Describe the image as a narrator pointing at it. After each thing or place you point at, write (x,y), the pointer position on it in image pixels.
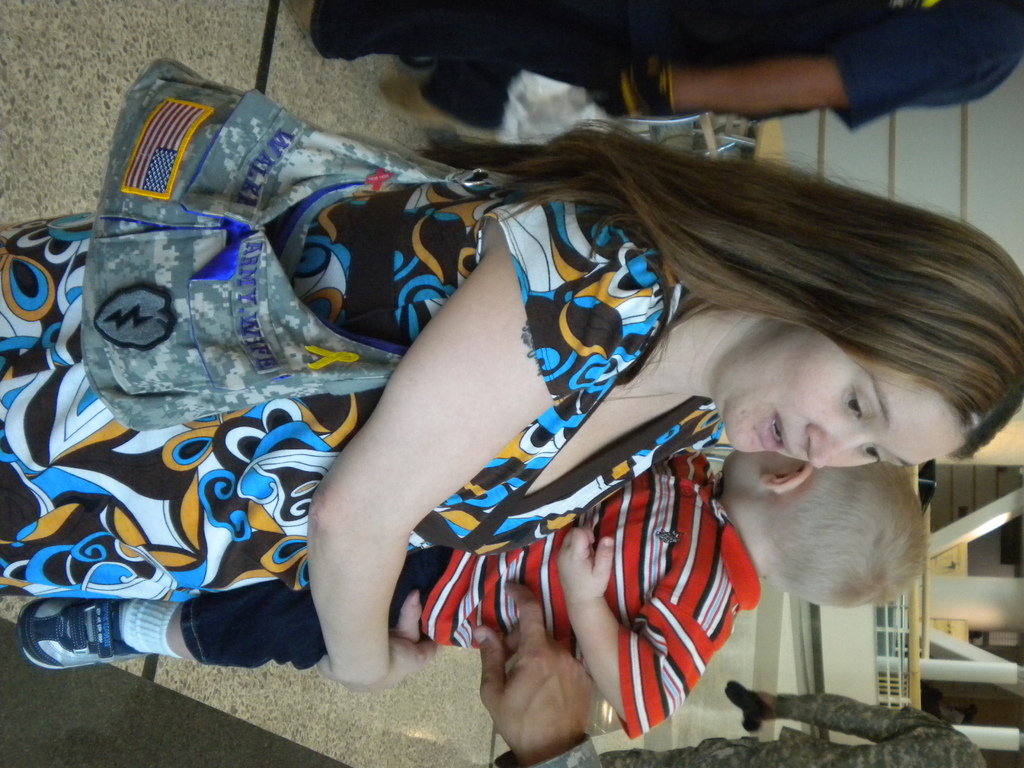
In this picture there is a lady (469,271) in the center of the image (464,391), with a baby (609,558) and a bag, there are other people (974,721), pillars (926,670), and a railing (911,664) in the background area of the image (949,624), it seems to be a trolley (746,132) in the image.
